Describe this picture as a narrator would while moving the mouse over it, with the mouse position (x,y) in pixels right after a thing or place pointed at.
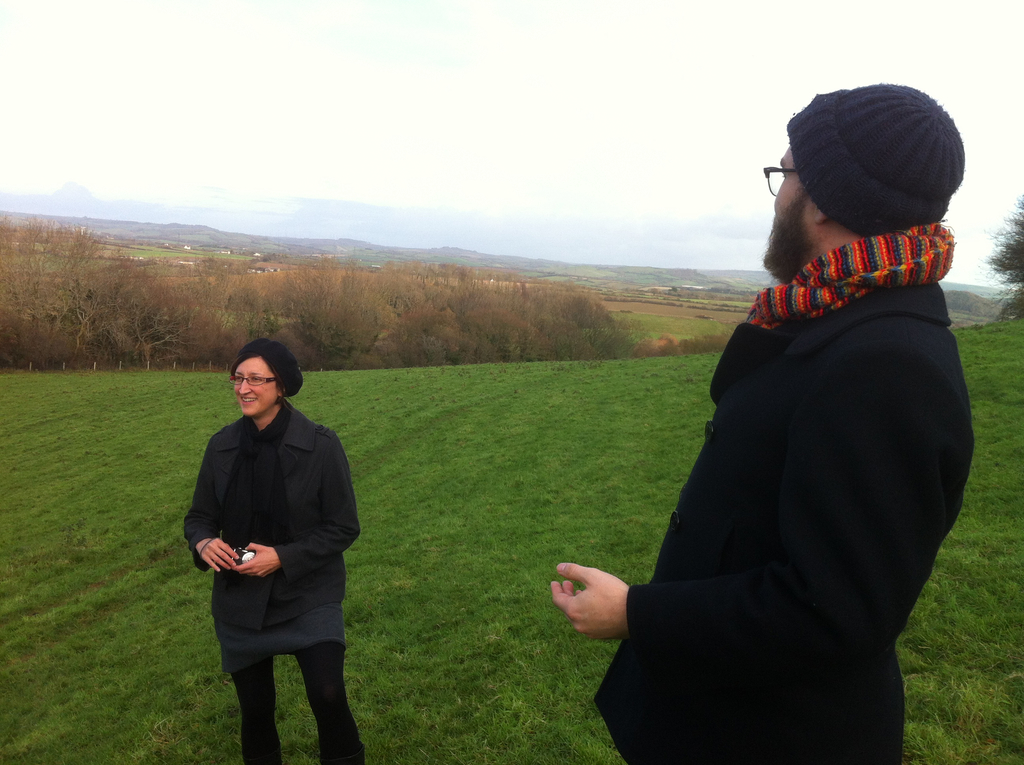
In this image we can see this woman (311,593) wearing a black dress (290,535), cap (249,352) and spectacles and this man (729,501) wearing a black dress (813,561), black cap (791,134), scarf (803,300) and spectacles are standing on the grassland (436,637). In the background (1000,201), we can see trees (276,328), hills (12,222) and the sky (426,155).
